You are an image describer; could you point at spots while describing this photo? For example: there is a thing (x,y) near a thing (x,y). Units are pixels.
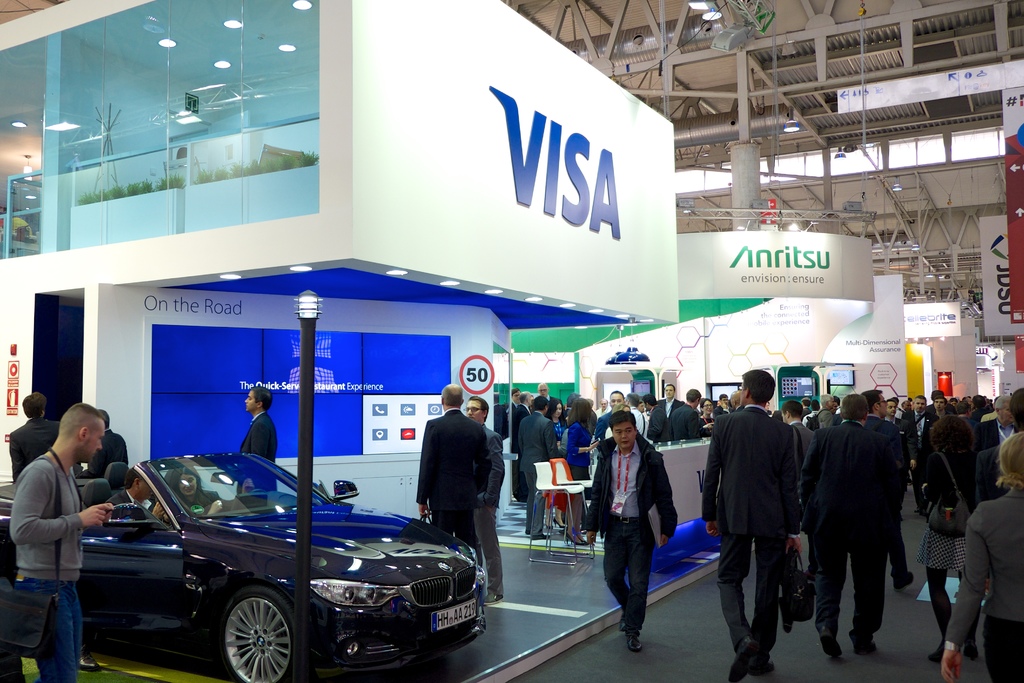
In this picture I can see number of people (449,401) in front (466,497) who are standing and on the left side of this image (206,492) I can see a car (181,478), in which I see 2 persons (126,490) sitting and in the middle of this picture (430,269) I can see number of boards (619,202) on which there is something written and on the top of this picture (710,52) I can see the rods (817,115) and the lights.
